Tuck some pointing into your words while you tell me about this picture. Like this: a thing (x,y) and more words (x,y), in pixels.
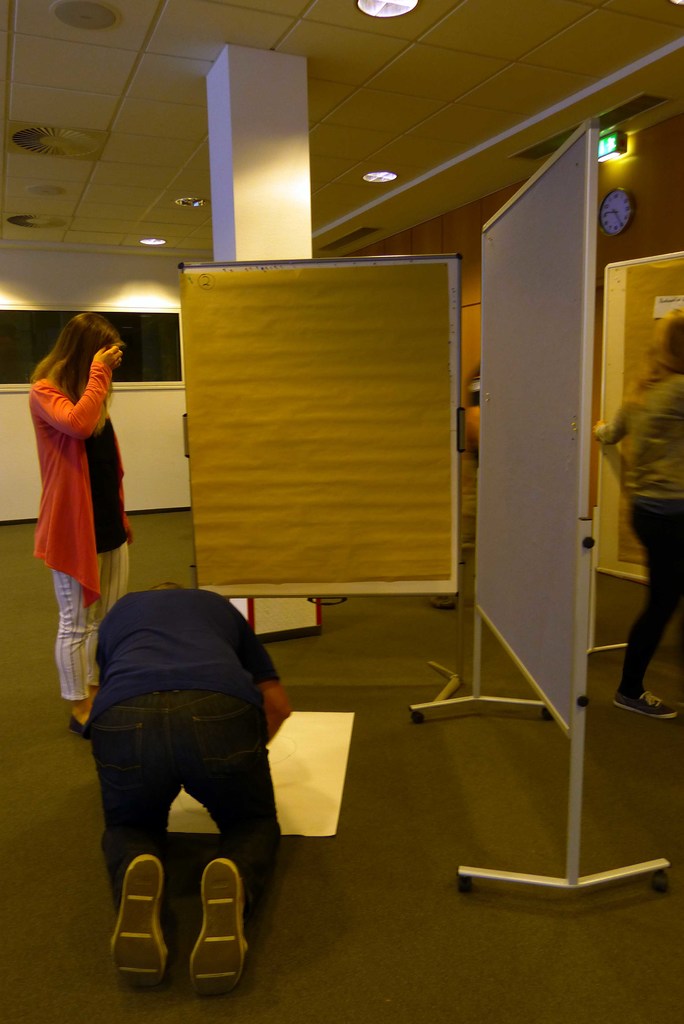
In this image we can see boards (416,482) on the stands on the floor (453,802), few persons (74,671) are standing and a person (150,726) is in the crawling position on the floor (310,914), paper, clock (614,222) and boards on the wall (617,242), objects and lights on the ceiling (561,119).
